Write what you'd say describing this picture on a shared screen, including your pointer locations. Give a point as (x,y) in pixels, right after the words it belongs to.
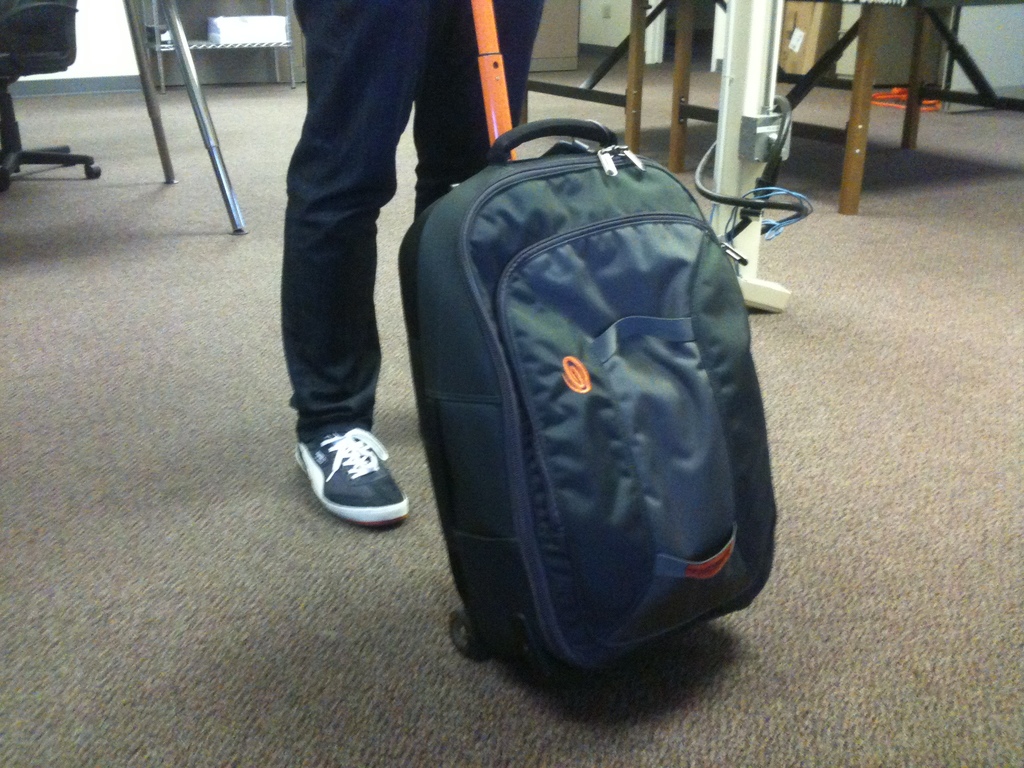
In this picture, we see a bag (552,373) which is in grey color is having orange handle (485,102) and it is holding by the man (338,266). Behind the bag (493,168), we see man (330,190) in blue pant (312,260) is standing and beside him, we see a chair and tables (866,20) and in front of the picture, we see grey carpet (884,453) on the floor (121,222).
